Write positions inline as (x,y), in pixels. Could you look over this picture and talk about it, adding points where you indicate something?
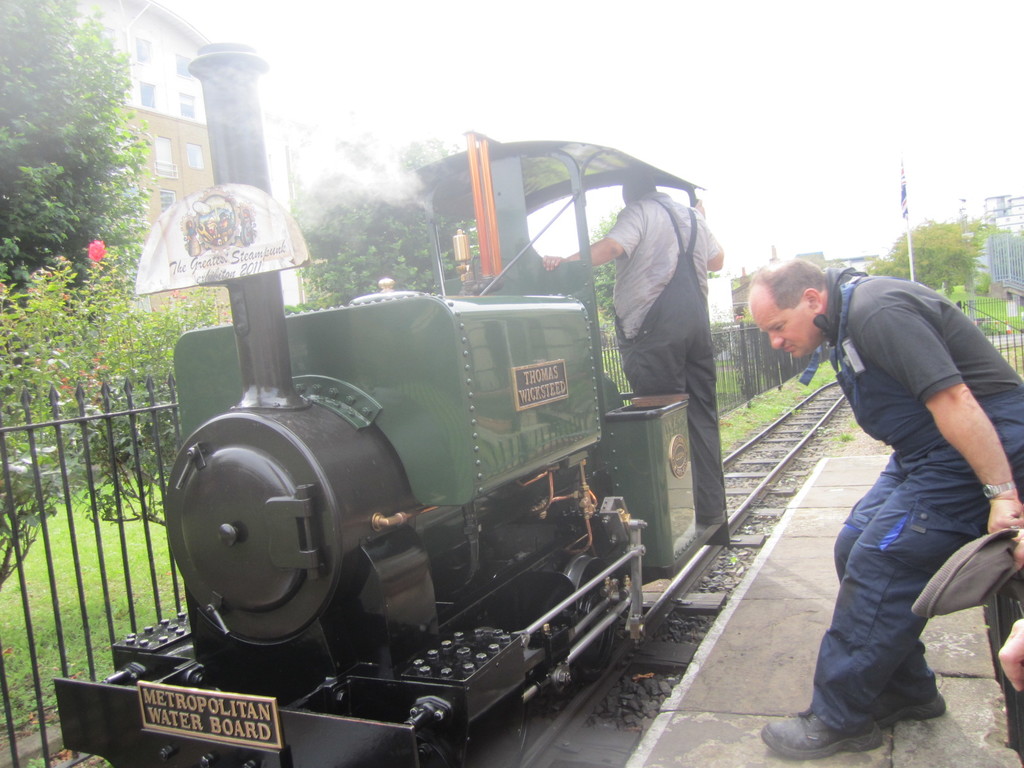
This image consists of a train (414,490). There is a person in that. There are trees (92,89) on the left side (160,323) and right side. There is a building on the left side (143,79). There is a person (967,359) sitting on the right side (886,381).
